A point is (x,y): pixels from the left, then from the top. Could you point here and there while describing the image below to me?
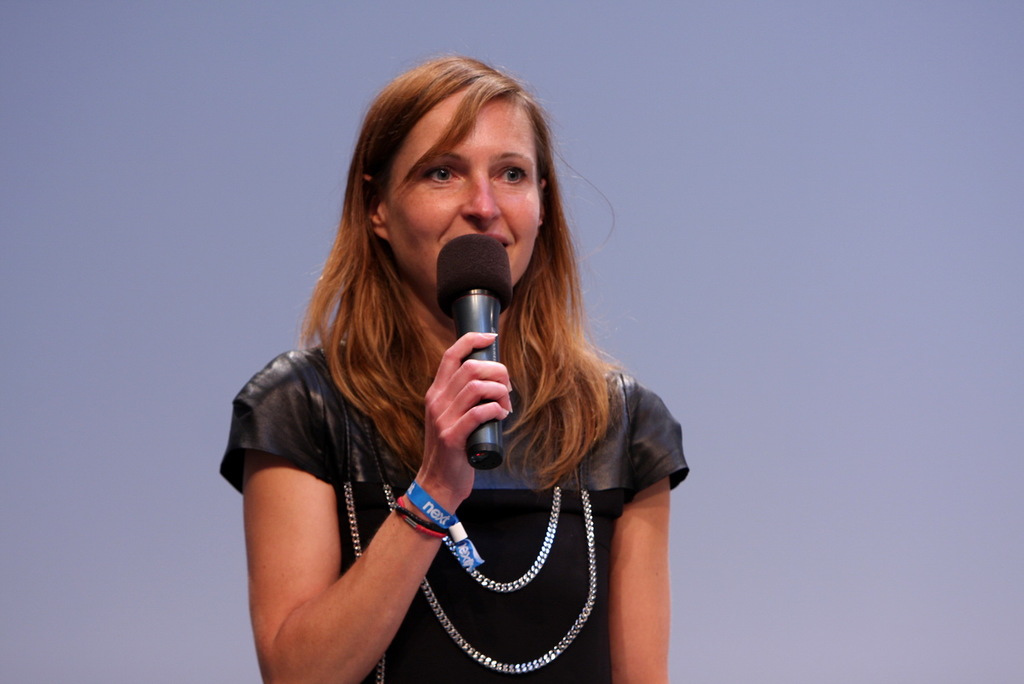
In this image we can see one woman (478,345) standing, holding a microphone (484,428) and talking. It looks like a wall (856,302) in the background (876,355).
